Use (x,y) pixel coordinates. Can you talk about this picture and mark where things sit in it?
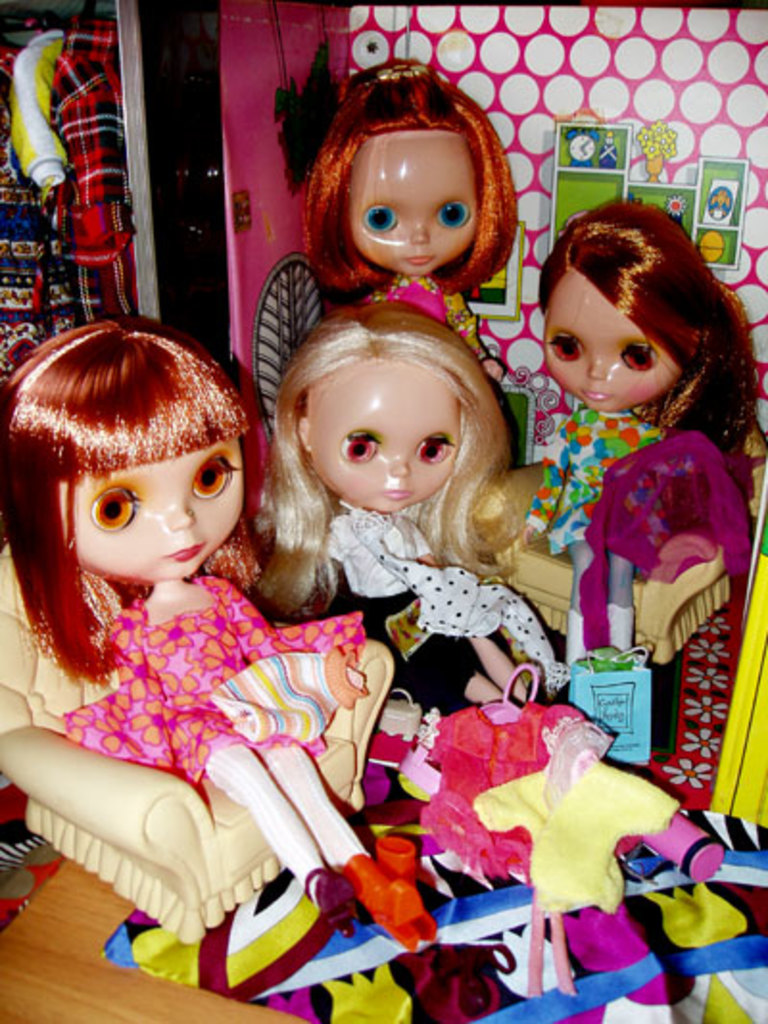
In this picture we can see colorful dolls (446,515).
